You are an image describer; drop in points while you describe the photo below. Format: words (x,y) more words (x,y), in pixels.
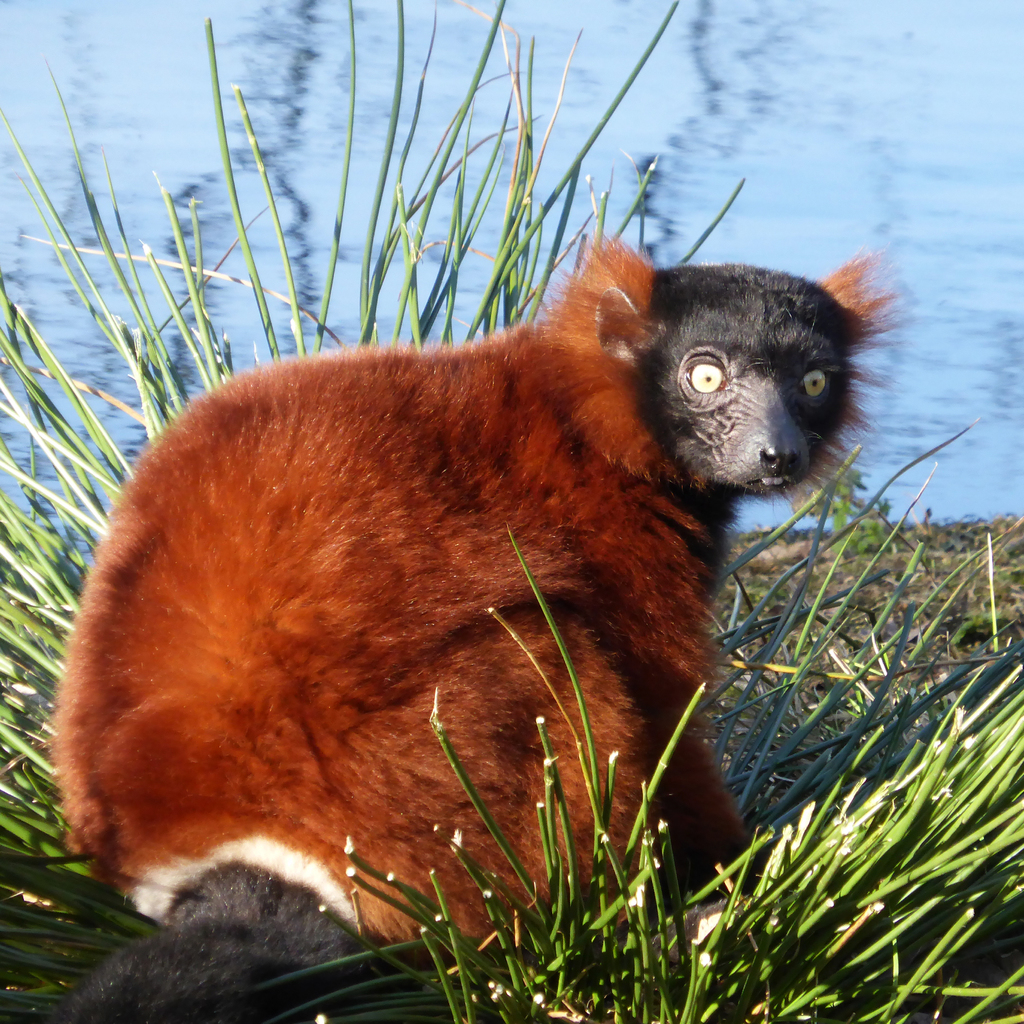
Here we can see an animal (666,536) in brown and black color. Beside this animal (631,396) there is a grass (762,1023). Background (724,20) we can see water (907,187).
